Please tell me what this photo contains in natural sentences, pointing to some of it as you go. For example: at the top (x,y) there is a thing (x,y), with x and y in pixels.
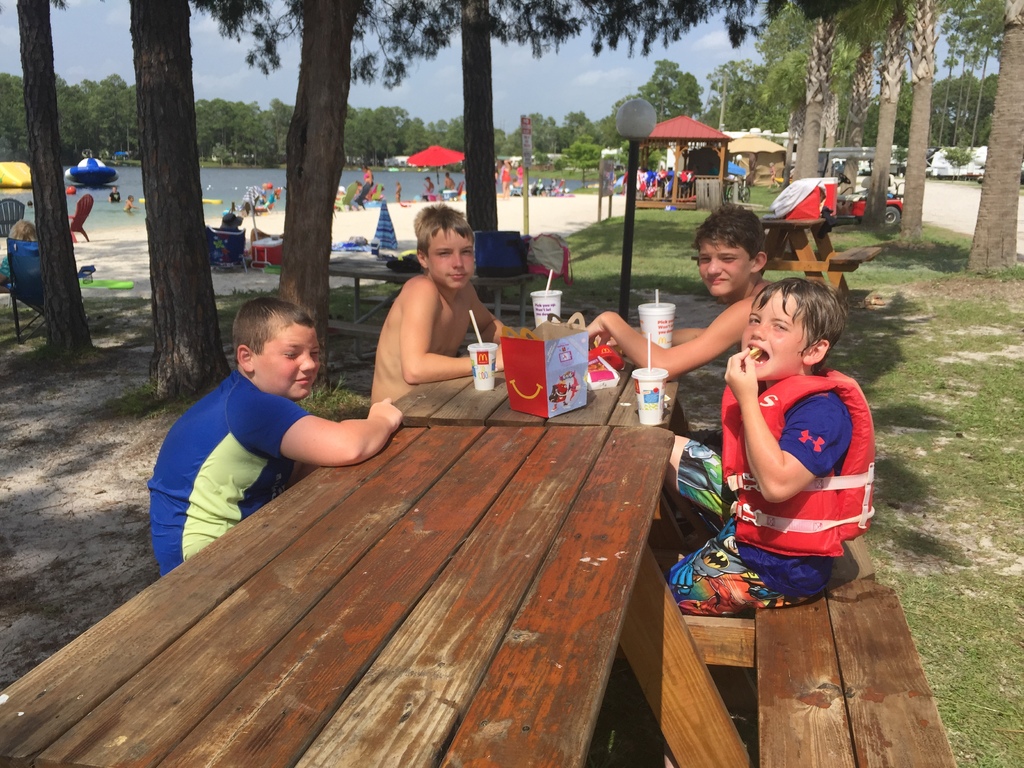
In the middle of the image (633,414) there is a table (597,459) on the table (604,404) there are some food products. Surrounding the table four people (822,400) sitting on the chairs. Top right side of the image (898,199) there is a vehicle (896,160). behind the vehicle (896,160) there are some trees (864,121). Top left side of the image (97,216) there is some water (417,175). Behind the water (407,185) there are some trees (370,125). Bottom right side of the image (936,586) there is grass (1003,537).
